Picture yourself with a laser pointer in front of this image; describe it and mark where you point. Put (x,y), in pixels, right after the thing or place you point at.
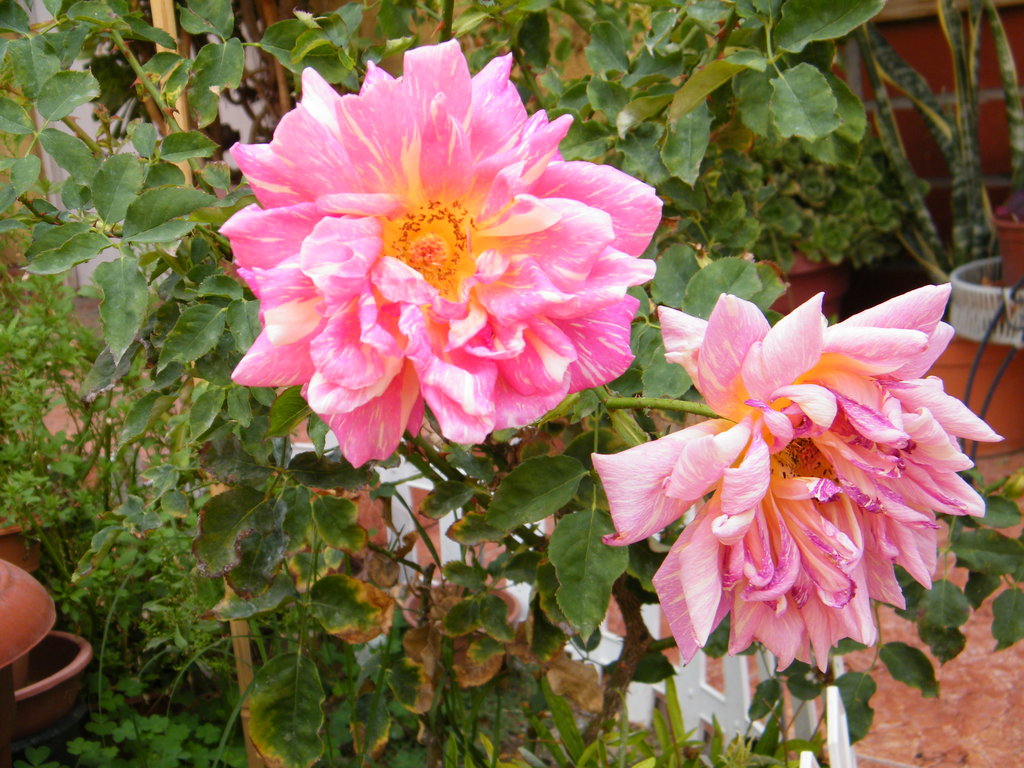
In this image we can see few plants (316,298) with flowers (661,316) and in the background (976,356) there are potted plants (902,184) and there is a white color fence (810,723).
